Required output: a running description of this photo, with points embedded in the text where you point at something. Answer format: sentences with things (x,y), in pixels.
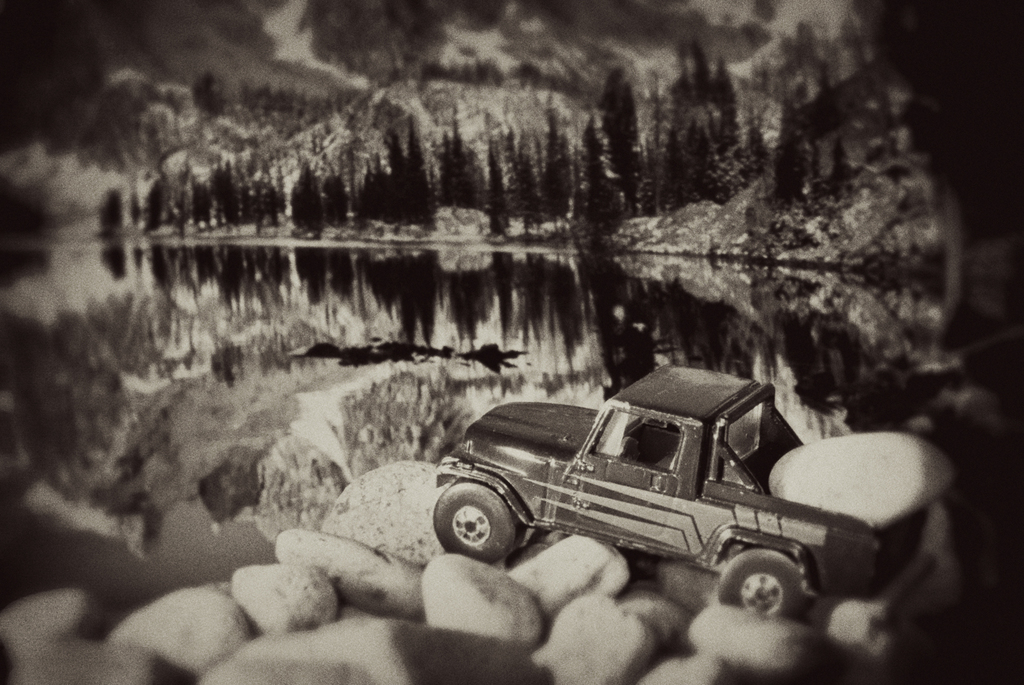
In this image there is a vehicle (814,555). At the bottom (291,664) there are stones (707,647). In the background (241,399) there is water (258,372) and we can see trees (255,211). There are hills (449,97).
